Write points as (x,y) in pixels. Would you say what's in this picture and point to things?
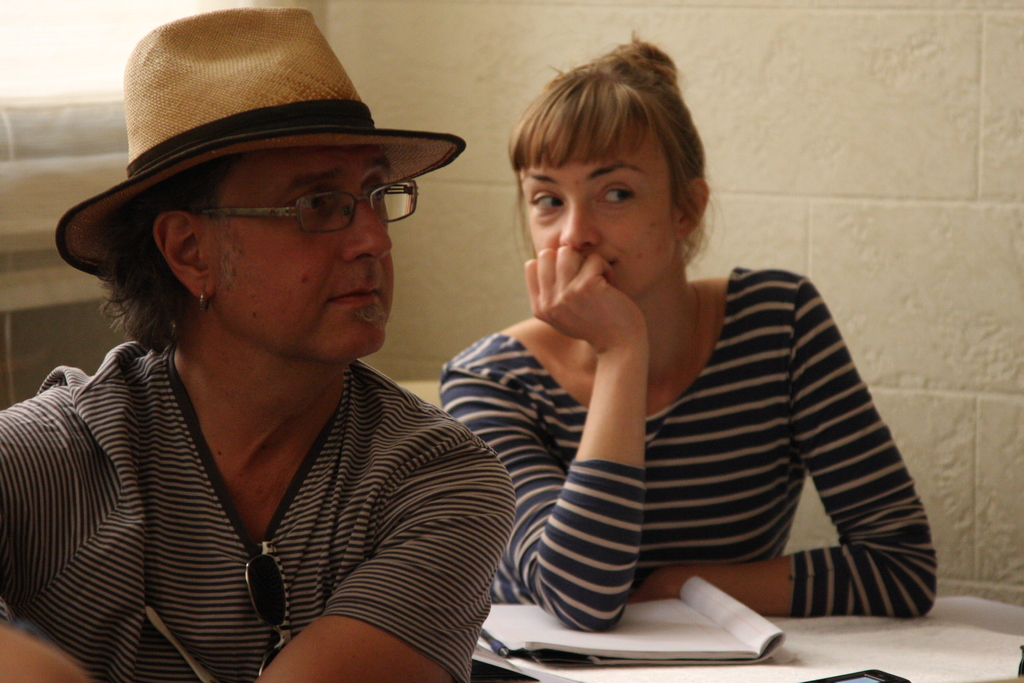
Here we can see a man (380,214) and a woman (599,257). He has spectacles (324,212) and he wear a cap (175,146). There are books (644,652). On the background (852,257) there is a wall (826,132).
